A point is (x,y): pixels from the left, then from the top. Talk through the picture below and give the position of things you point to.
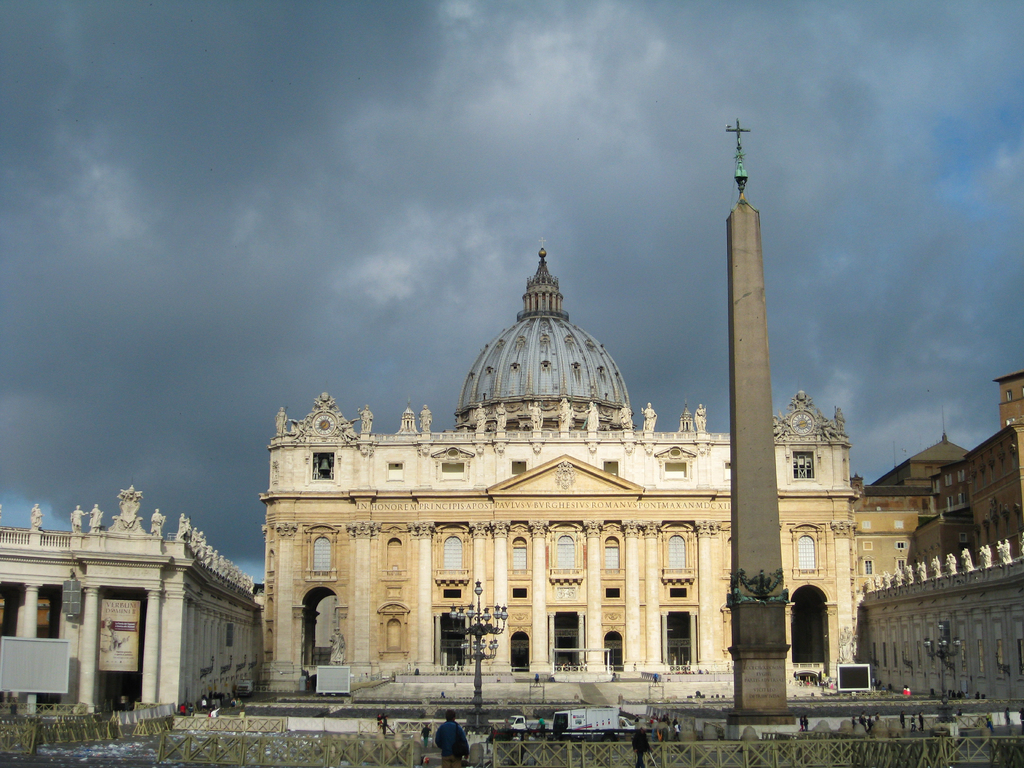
In this image we can see few buildings (612,617). There is a cloudy sky (446,215) in the image. There are few people (451,739) in the image. There are few lamps (481,629) and a pillar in the image.
